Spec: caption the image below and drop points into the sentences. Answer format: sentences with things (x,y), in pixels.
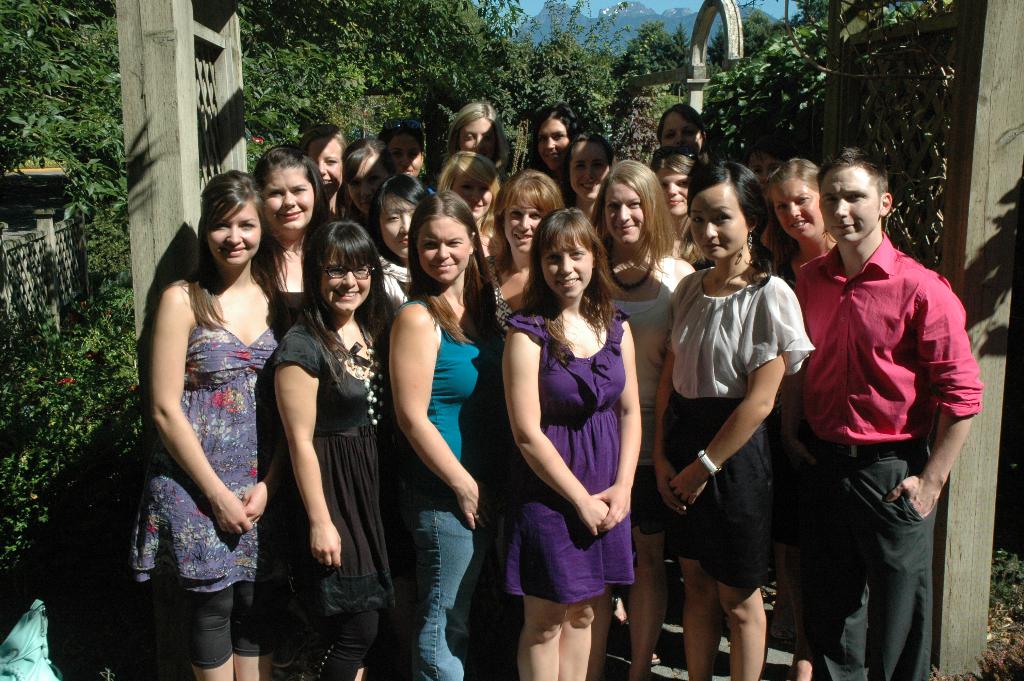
In this image I can see a group of people (187,496) standing and posing for the picture. I can see trees (90,53) and plants (110,321) behind them and mountains (589,26) at the top of the image (672,13).
